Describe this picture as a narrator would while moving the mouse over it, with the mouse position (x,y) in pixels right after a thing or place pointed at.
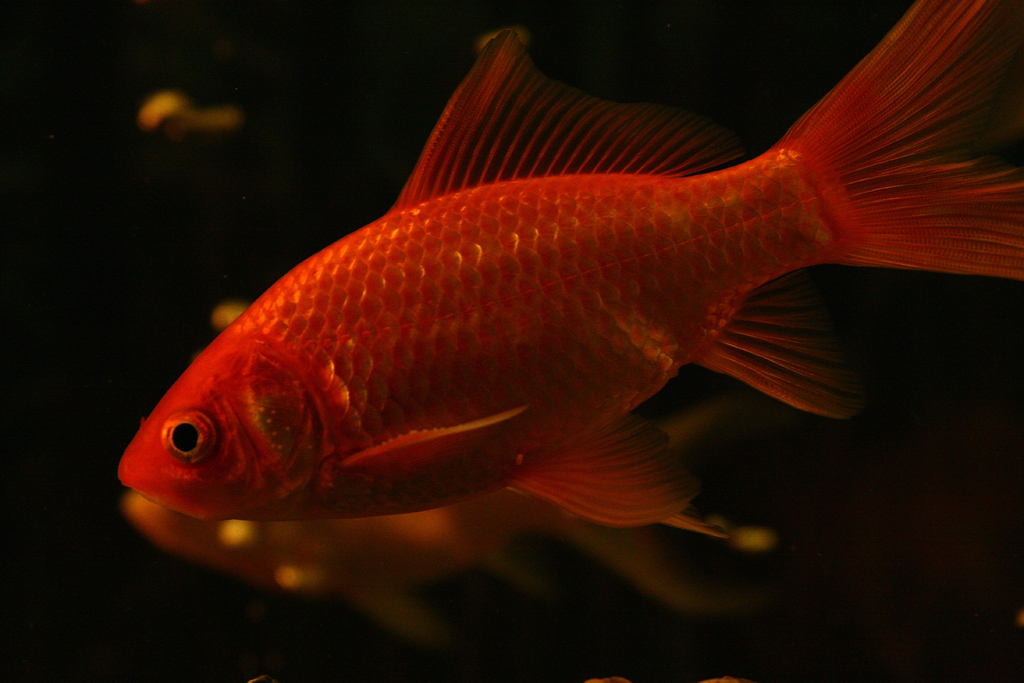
In this image we can see some fishes (342,282) in the water (80,501).
